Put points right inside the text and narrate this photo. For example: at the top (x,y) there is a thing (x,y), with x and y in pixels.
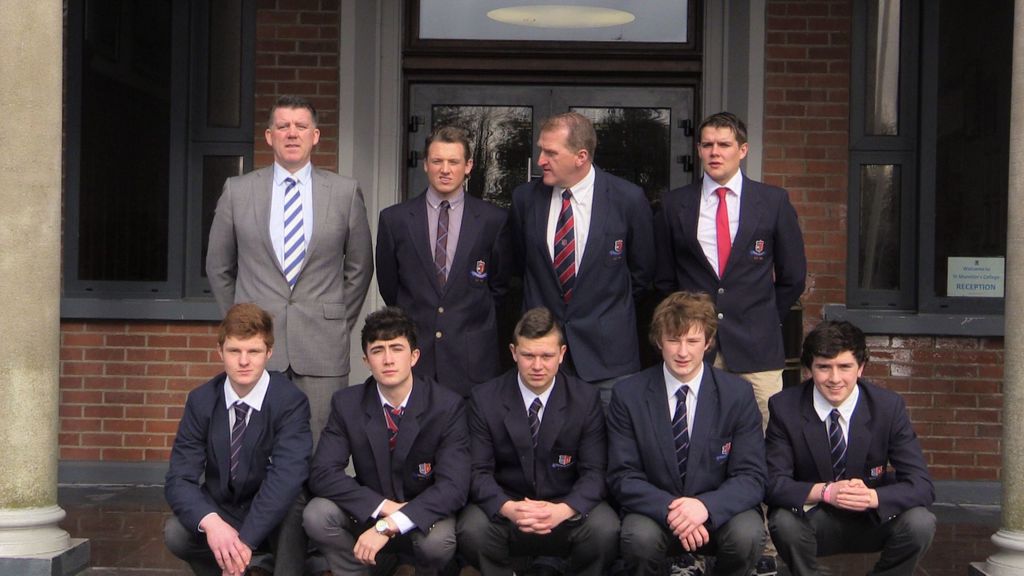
In this image I can see few people (686,273) are wearing navy-blue, black and grey color blazers (487,371). I can see the building (654,86), windows (890,26) and the wall (788,107).
